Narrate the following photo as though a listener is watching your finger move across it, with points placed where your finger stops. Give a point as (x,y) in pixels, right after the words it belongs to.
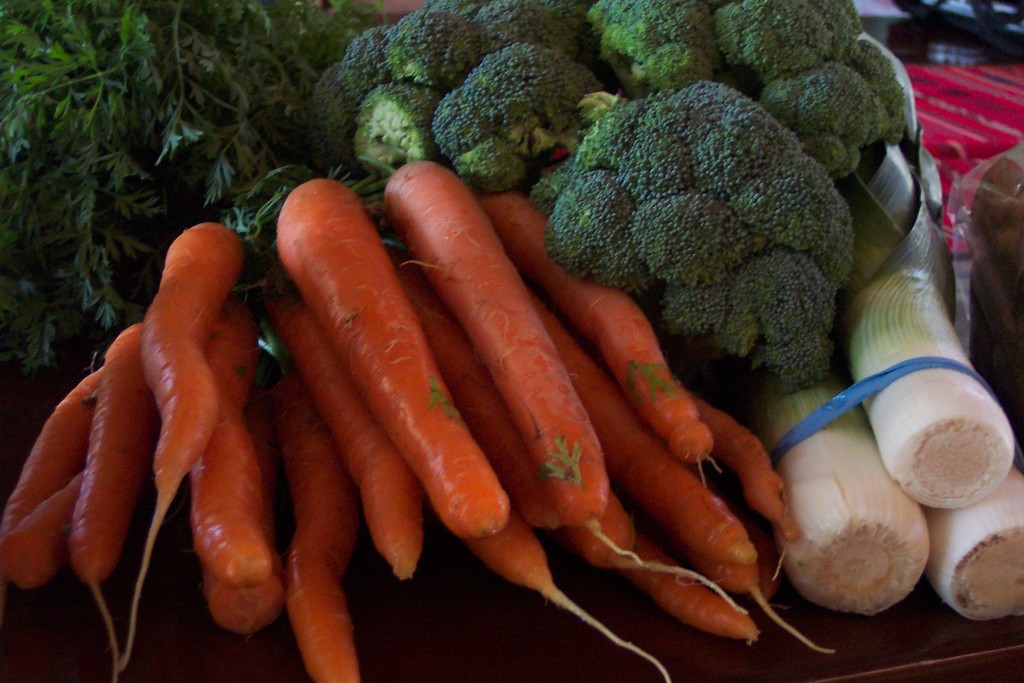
These are the carrots (411,439) in the left side of an image (314,441) and these are the leaves (91,156) of carrot (143,116).
